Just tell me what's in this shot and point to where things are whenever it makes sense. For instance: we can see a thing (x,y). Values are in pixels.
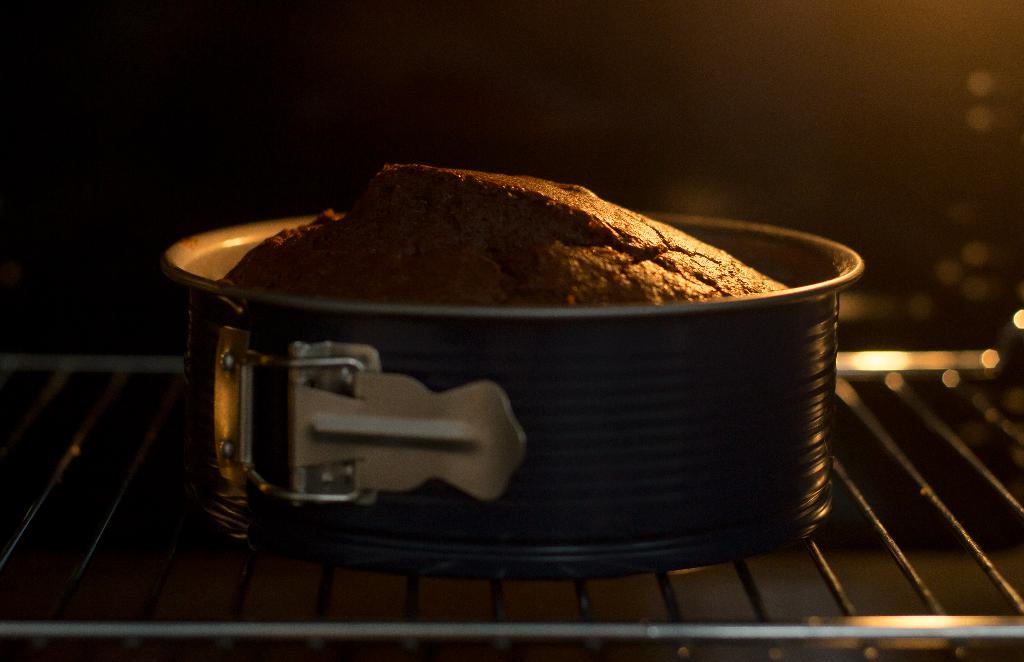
In this picture we can see brown baking cake (538,287) in the steel bowl (648,462), placed on the grill (886,539). Behind there is a dark background (241,168).
